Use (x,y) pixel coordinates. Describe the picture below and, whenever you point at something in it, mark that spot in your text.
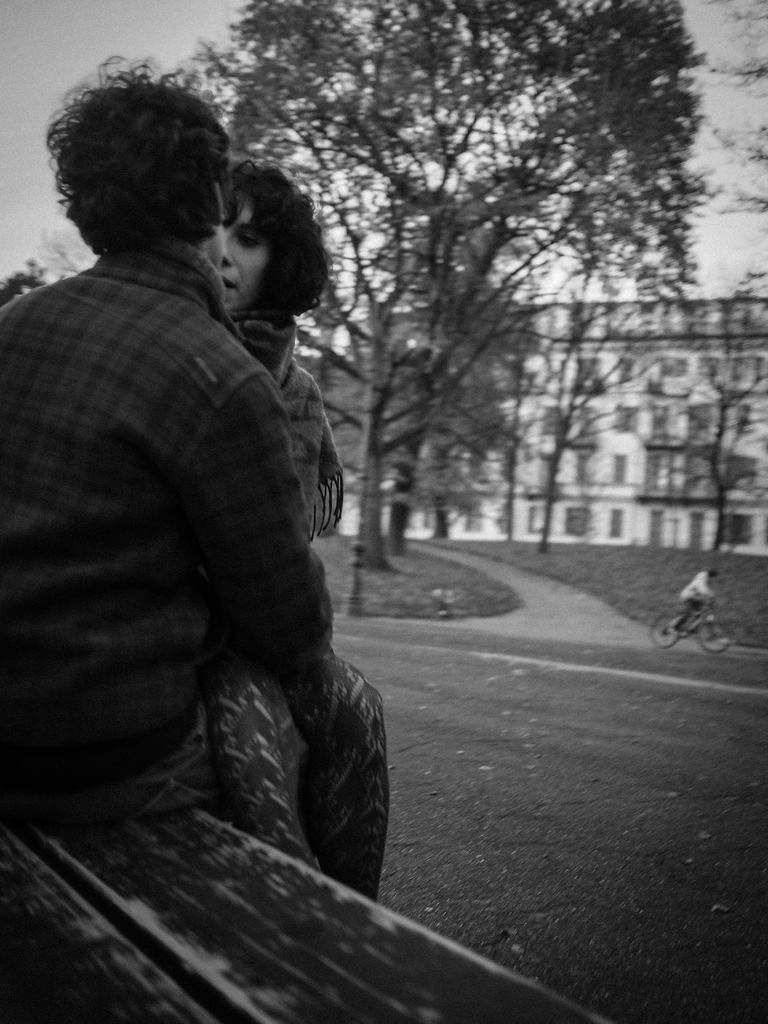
In this picture I can see there is man (220,456) and a woman (278,358), they are sitting and there is a road (627,653) on the right side (675,673), there is a person (698,585) riding the bicycle (690,635). There is grass (643,606) on the floor (746,616) and there are few trees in the backdrop (447,514). There is a building (542,403) and the backdrop (619,464) is blurred.
